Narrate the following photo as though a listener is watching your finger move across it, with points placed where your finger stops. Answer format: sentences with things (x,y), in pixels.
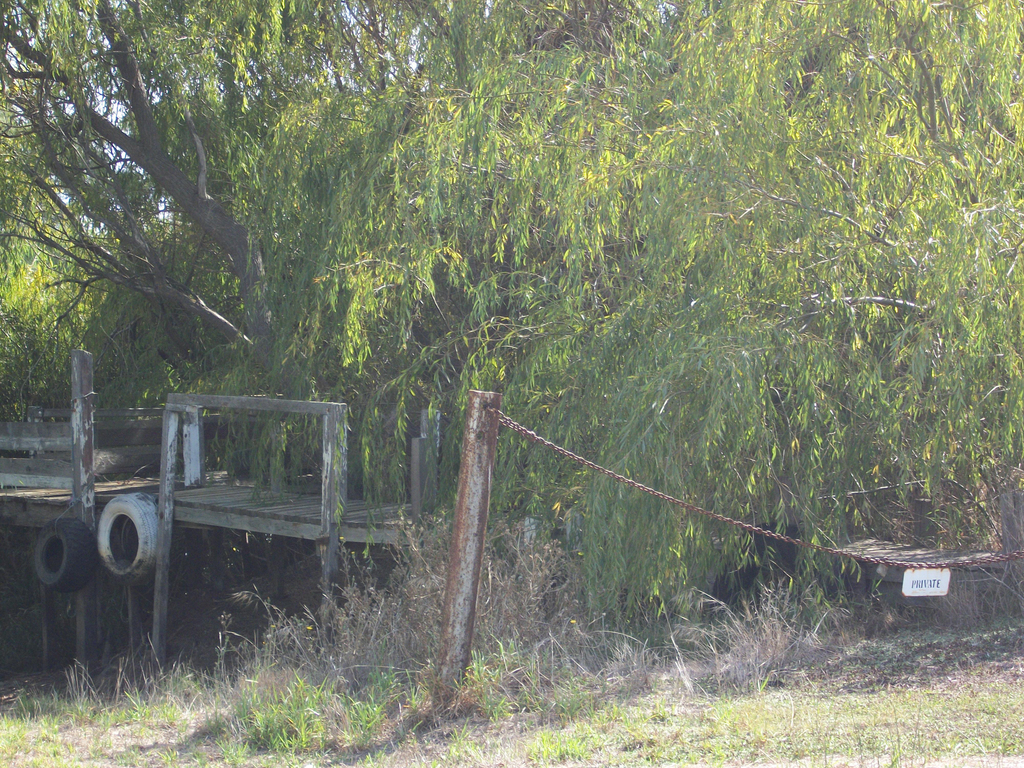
At the bottom of the picture (493,667), we see grass (537,669), iron rod (453,666) and a chain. On the left side (153,473), we see a wooden thing (239,529) which looks like a bench (90,513). There are trees (472,332) in the background (464,315).
